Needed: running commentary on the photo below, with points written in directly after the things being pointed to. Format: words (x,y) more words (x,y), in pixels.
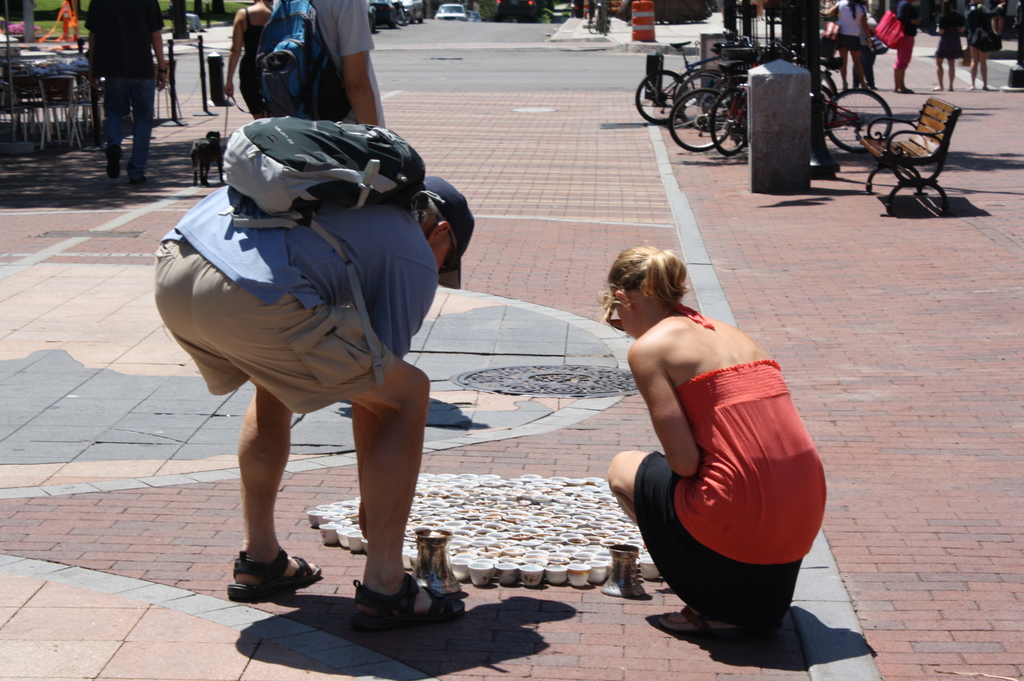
In this picture we can see a man (361,269) wearing a blue t-shirt (387,248) with backpack (247,189) and standing on the pedestrian area (582,316) and arranging the small cups (506,545) on the ground (215,488). Beside we can see a woman (658,518) sitting and arranging the cups (541,527). In the background (448,73) we can see the road (629,66) and some bicycles (655,95).
